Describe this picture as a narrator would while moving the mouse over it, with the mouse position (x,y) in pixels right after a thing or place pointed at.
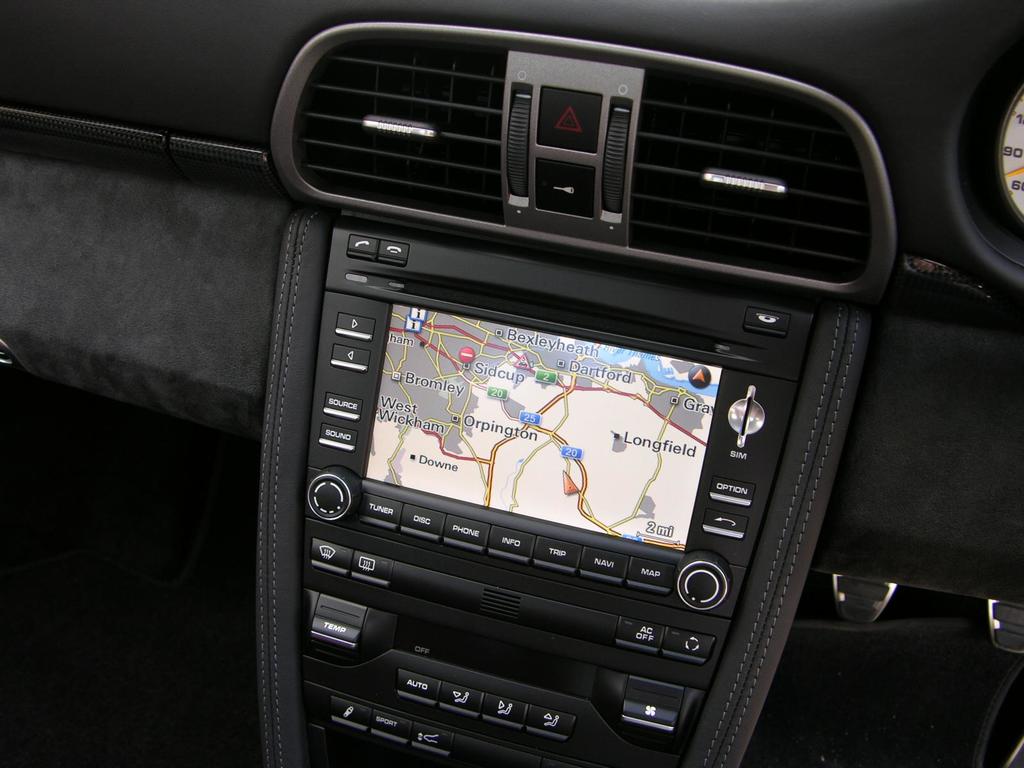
In this image there is a dash board (885,320), on that dash board (699,99) there is a ac ventilation (441,194) and screen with keys (738,487).
